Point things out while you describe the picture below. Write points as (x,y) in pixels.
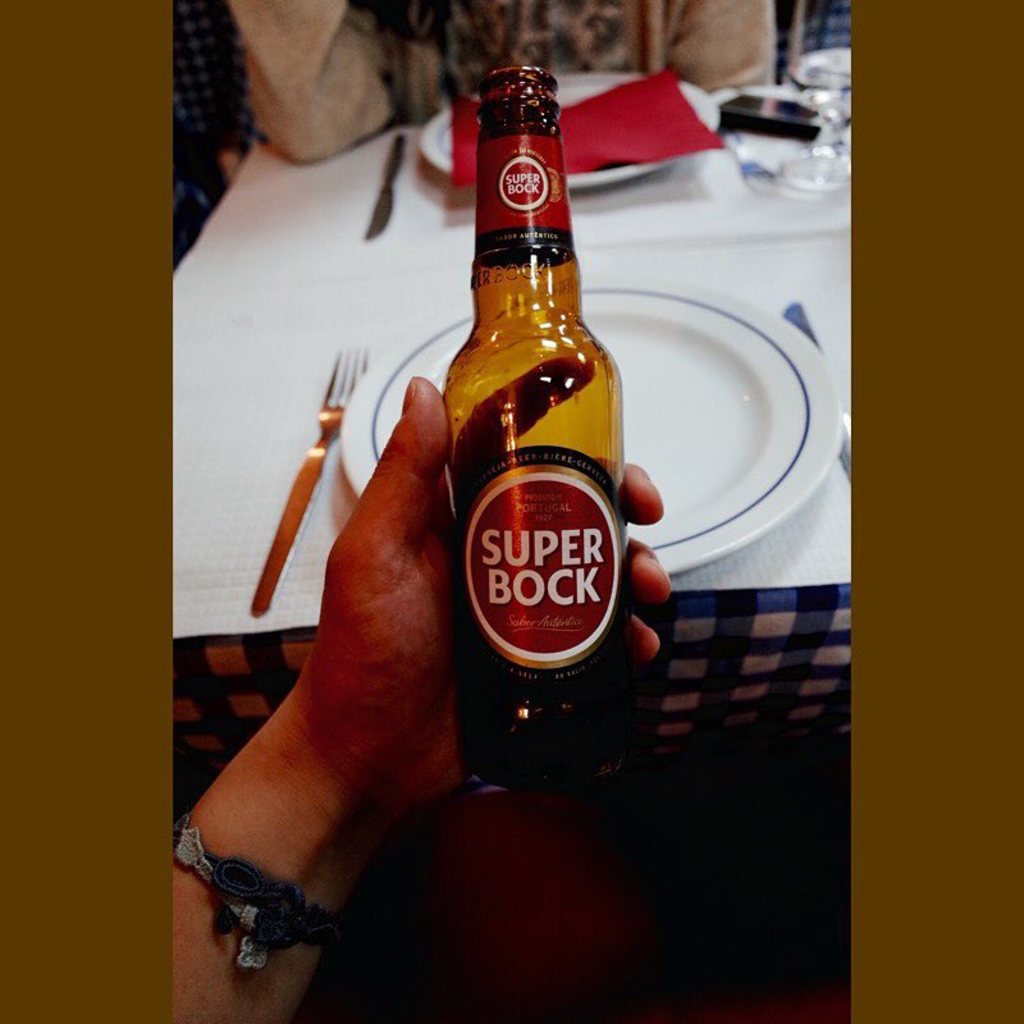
In this picture there is a person (442,473) holding a bottle (481,612). There is a plate (702,398), fork (322,448), red cloth (612,159), phone (755,110) and a glass (796,180) on the table (714,242).
